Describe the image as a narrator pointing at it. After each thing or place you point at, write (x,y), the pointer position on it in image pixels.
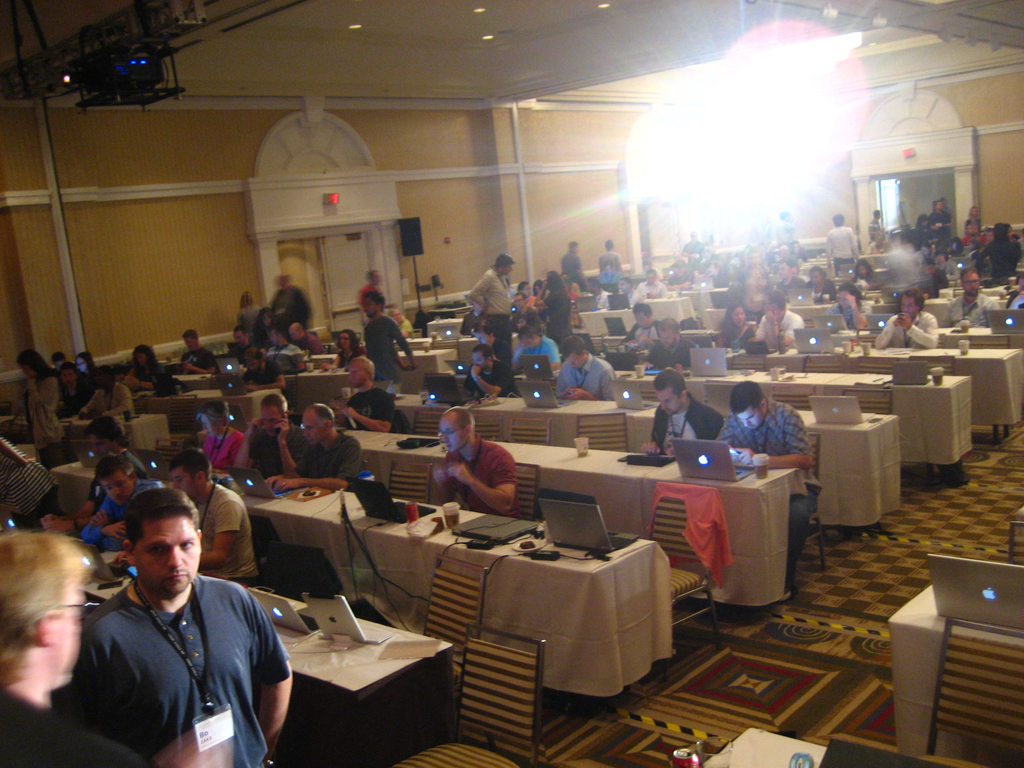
Here a group of people (670,438) are working by sitting on the chairs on the left side (264,633) there is a person (227,644) standing.
